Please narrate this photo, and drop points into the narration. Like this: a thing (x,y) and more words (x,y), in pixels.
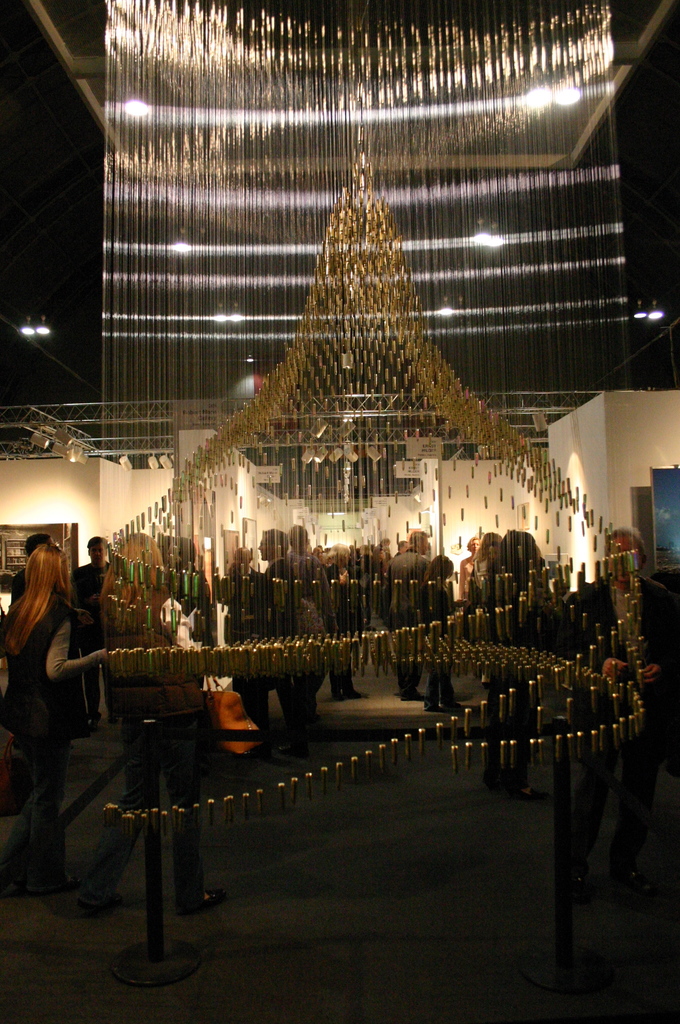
In this image there is a big chandelier (551,500) on the room (347,775) around that there are people (28,850) standing in room (347,754), also there are some paintings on the wall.
